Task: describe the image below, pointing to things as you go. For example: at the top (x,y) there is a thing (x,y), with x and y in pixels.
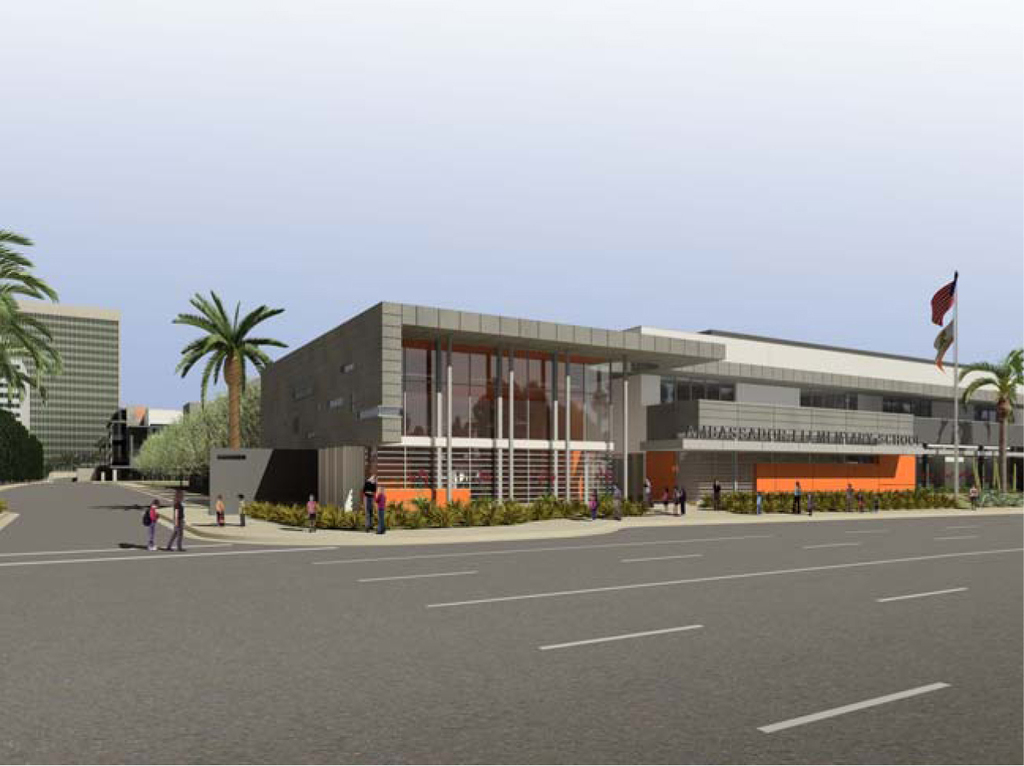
In the image we can see there are buildings (605,442) in the area (581,437) and there are people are standing on the road (68,485). There are lot of trees (218,439) and in front of the building (938,444) there is a flag (957,299). There is a clear sky (946,242) on the top (678,227).
